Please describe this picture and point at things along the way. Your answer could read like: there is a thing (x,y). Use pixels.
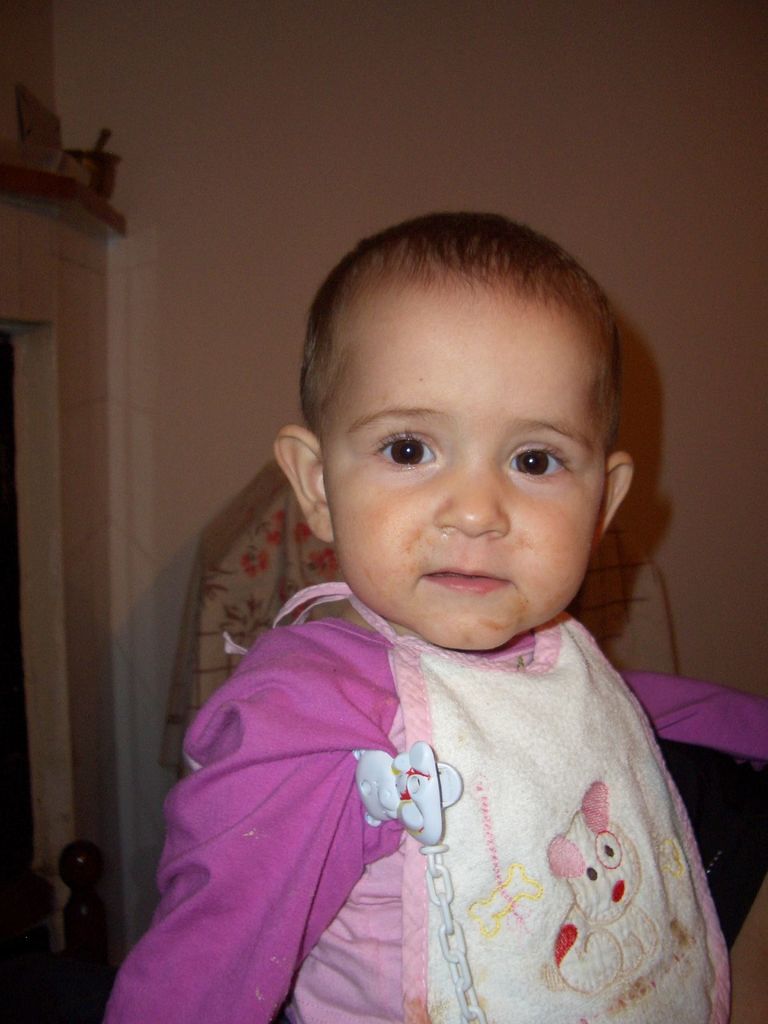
In this image in the front (413,722) there is a kid (472,868). In the background (249,578) there objects (319,566) which are white and pink in colour and there is a wall (334,193) which is white in colour. On the left side (100,175) there is a cup (104,175) on the shelf (66,179).
